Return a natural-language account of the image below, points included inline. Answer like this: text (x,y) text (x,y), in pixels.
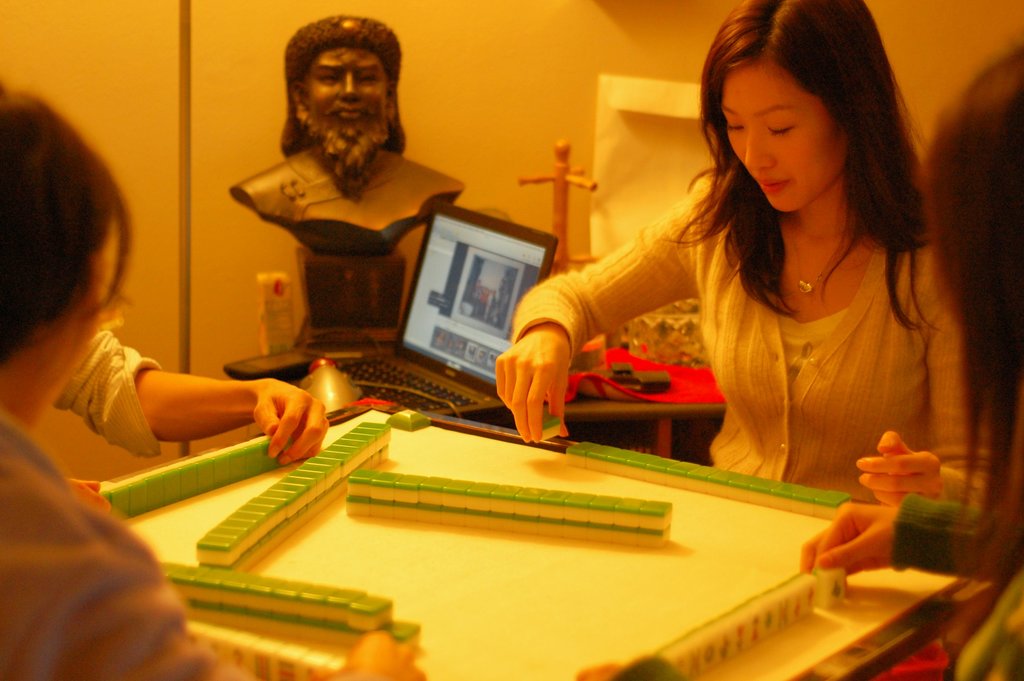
In this image there are four women (29,518) playing. In the background (351,112) there is a person's object (357,251), a laptop (454,317), a red cloth (681,381) on the table (621,411). In the background (570,84) there is a plain yellow color wall (536,70).
